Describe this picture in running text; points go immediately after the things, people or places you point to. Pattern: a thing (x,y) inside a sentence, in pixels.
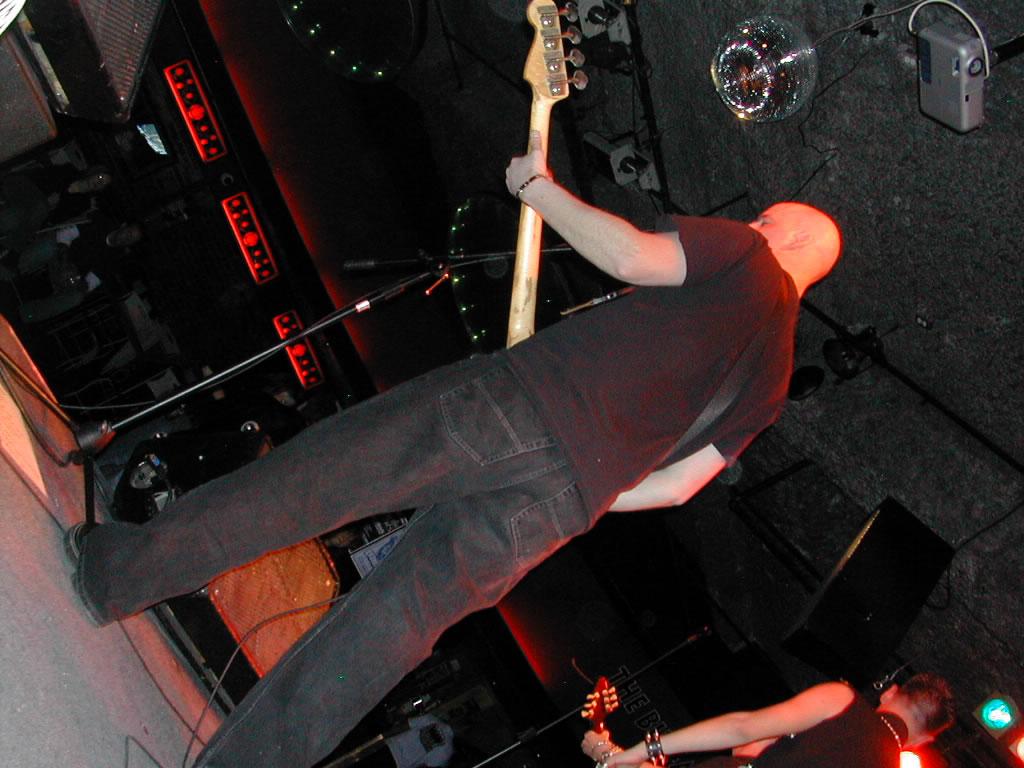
This image is clicked in a musical concert. There are two persons (659,501) on the stage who are playing guitar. Both of them are wearing black shirts (673,437). There are mics (214,378) in front of them. There are lights (1005,718) in the bottom right corner (992,722). There are people (126,304) on the left side (170,273) who are watching them.
